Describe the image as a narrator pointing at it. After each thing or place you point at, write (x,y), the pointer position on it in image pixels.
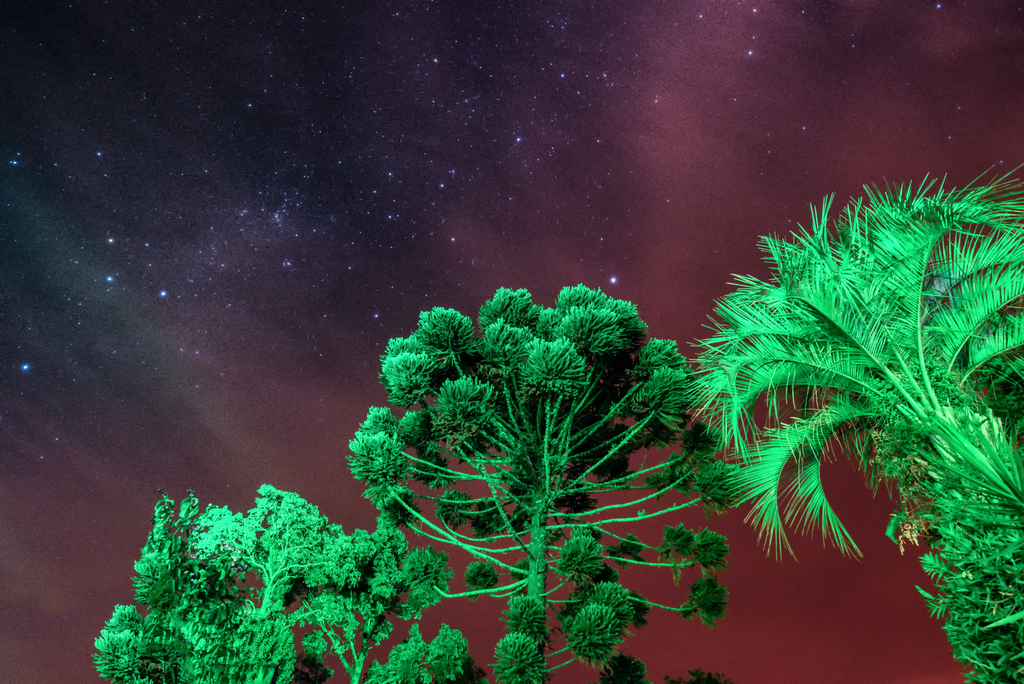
In this picture we can see the trees (572,464). In the background of the image (125,35) we can see the stars (287,222) are present in the sky (716,119).
